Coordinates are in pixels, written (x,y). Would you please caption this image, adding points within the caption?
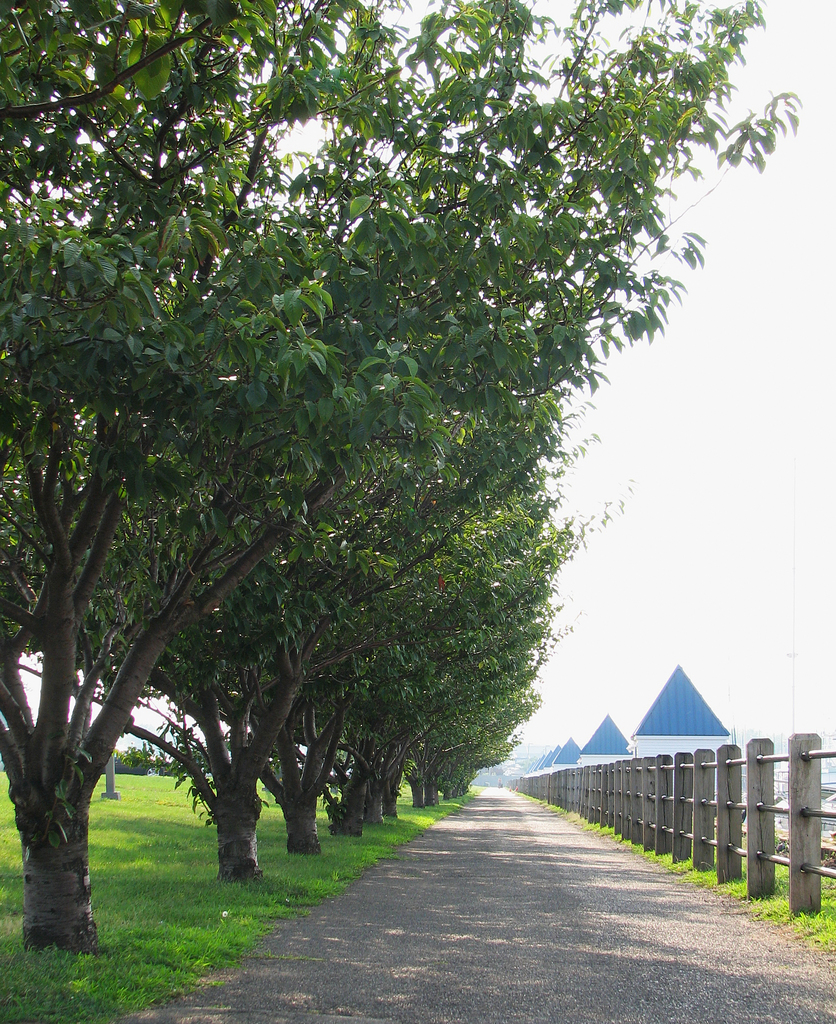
In this image there is a road (504,832) in the middle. Beside the road (495,803) there are so many trees (62,831) in the line. On the right side (612,775) there is a fence (675,793). Beside the fence (600,775) there are huts (676,738). At the top (745,281) there is the sky (706,357). On the ground (156,874) there is grass (159,863).
